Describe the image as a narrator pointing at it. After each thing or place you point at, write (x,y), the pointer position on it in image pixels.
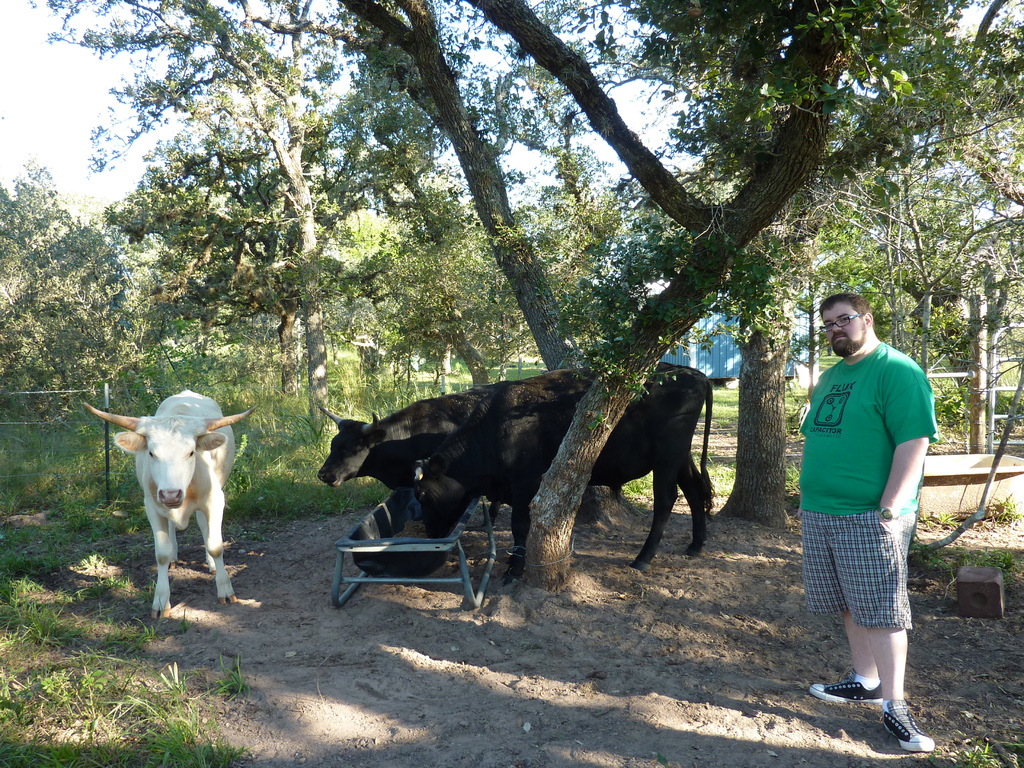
Here we can see three animals (501,462). One animal (460,473) is eating food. Right side of the image (848,493) a person (916,726) is standing. Background (925,16) there are trees (925,199) and grass (284,484).
